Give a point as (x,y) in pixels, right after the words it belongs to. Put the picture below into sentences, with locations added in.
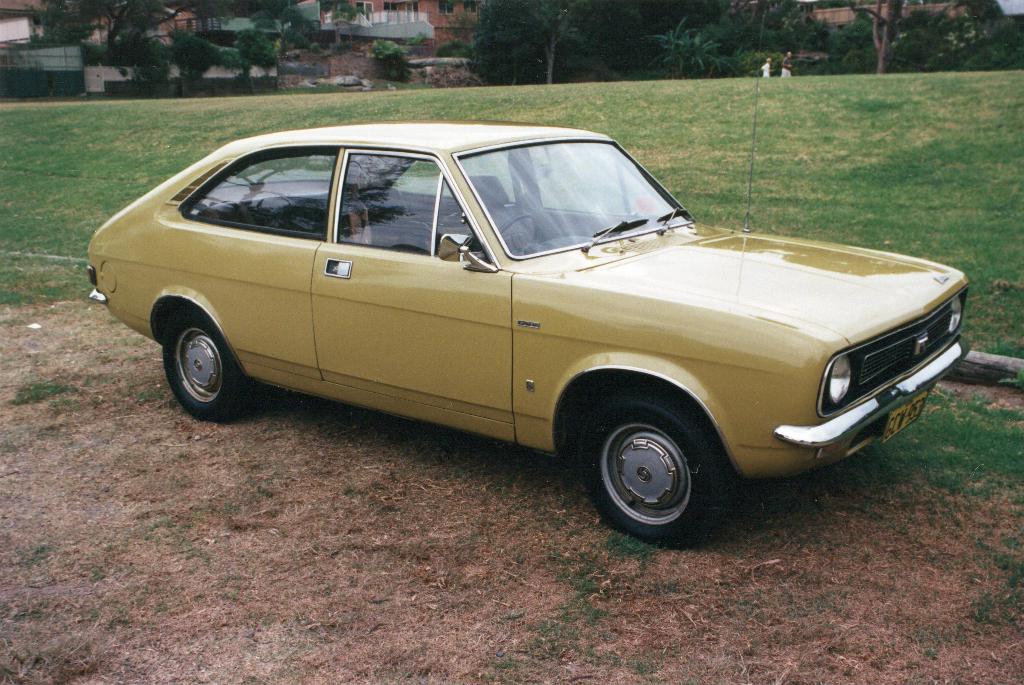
This image is taken outdoors. At the bottom of the image (115,518) there is a ground (51,187) with grass (875,224) on it. In the middle of the image (635,368) a car (588,372) is parked on the ground (894,183). In the background (739,33) there are a few trees (726,34) and plants (728,18) and there are a few houses (412,28).
